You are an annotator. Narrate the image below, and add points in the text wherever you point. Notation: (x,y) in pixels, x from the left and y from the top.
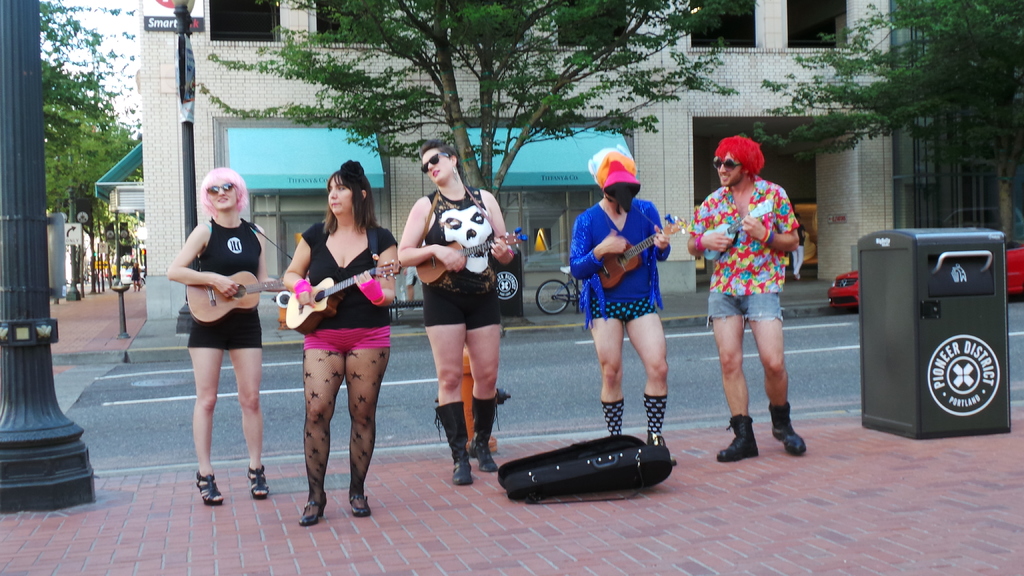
In this image we can see a group of people (445,329) playing musical instruments (624,261). There are few objects (620,471) on the ground (607,491). There are few vehicles (1010,272) in the image. There is a building (593,82) in the image. There are few trees (999,94) in the image. There is a pillar (21,226) at the left side of the image (43,237). There is a board (156,30) on the building (145,39). There are few people (797,250) in the image. There is a car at the right side of the image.
